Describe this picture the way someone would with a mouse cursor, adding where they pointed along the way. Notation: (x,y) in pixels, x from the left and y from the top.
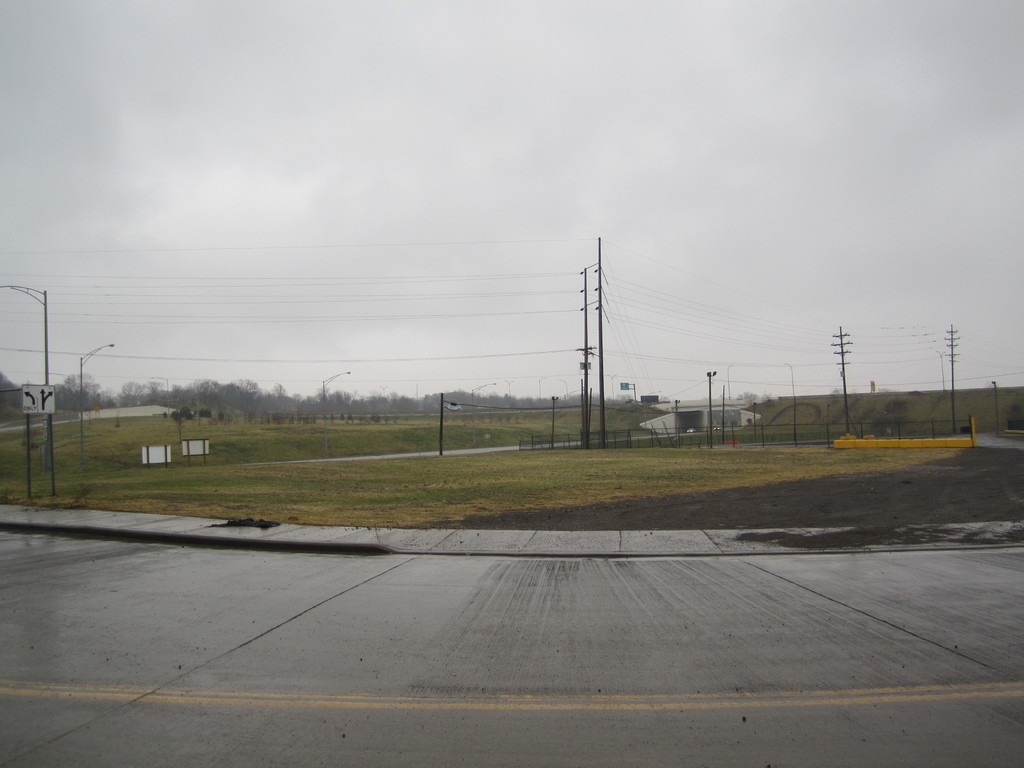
In this image we can see some roads (993,436), some poles (48,414) with boards (43,395), some lights (95,351) with poles (84,362), some current poles (587,348) with wires (504,314), some objects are on the surface (99,450), one building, some trees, bushes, plants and grass (853,467) on the surface (885,427). At the top (619,225) there is the cloudy sky (16,377).
